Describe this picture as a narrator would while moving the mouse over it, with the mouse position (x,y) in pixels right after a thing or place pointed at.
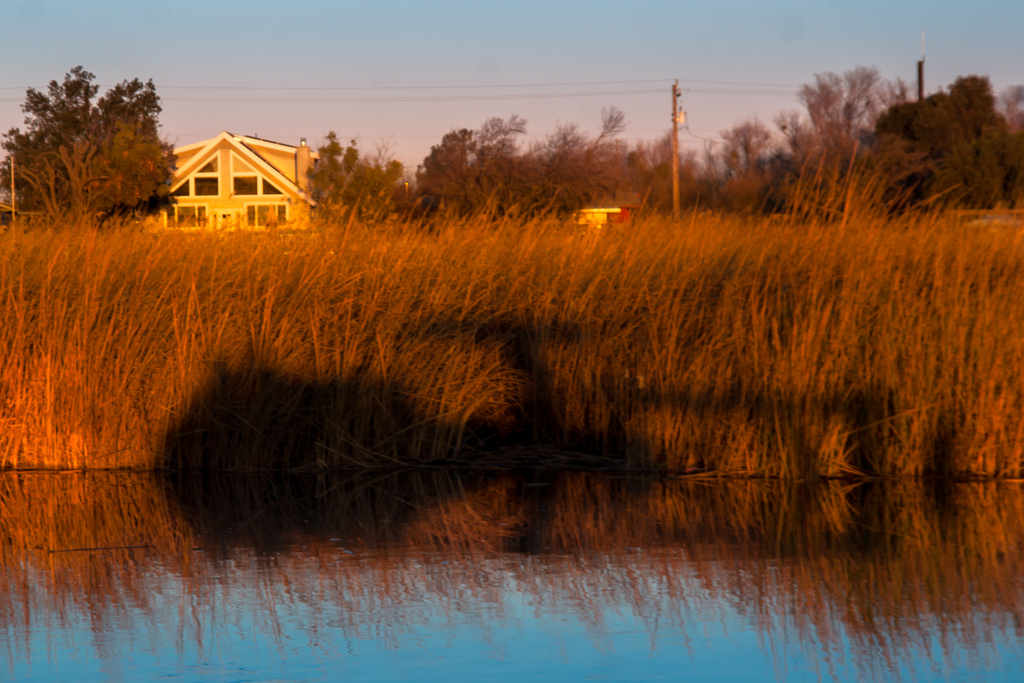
In this picture I can see a building (204,184) and few trees (424,167) and plants (652,428) in the water (380,476) and I can see poles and a blue clear sky (394,45).
